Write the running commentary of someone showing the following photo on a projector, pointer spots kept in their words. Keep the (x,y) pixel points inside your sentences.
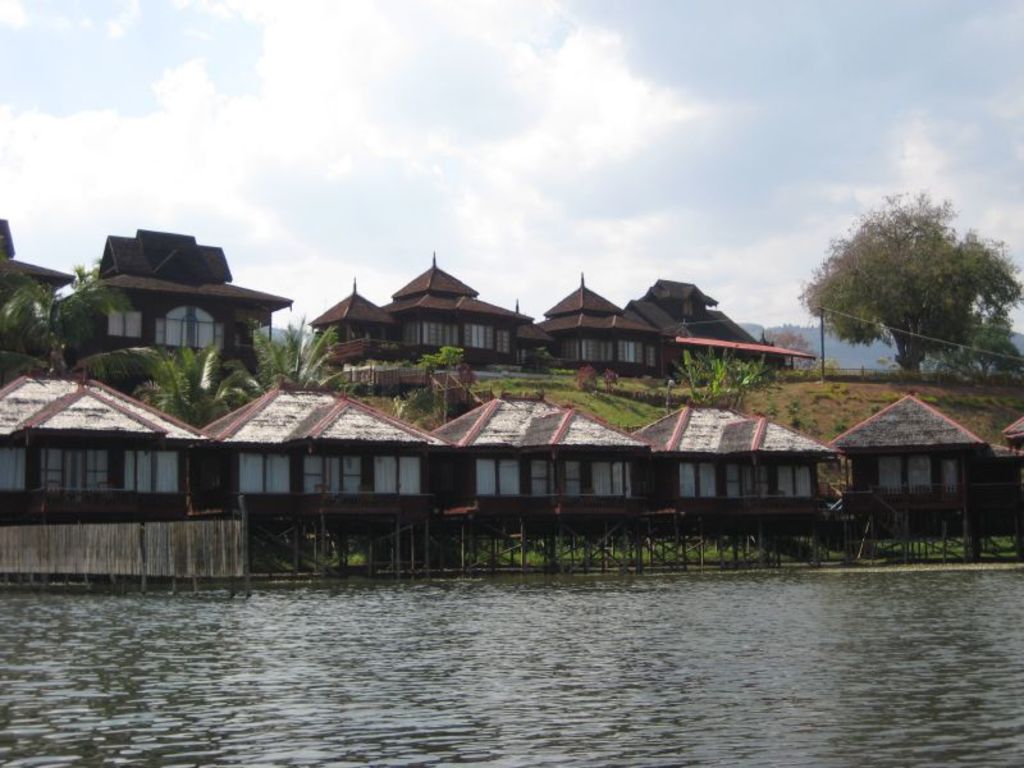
There is water (250,682). In the background (939,464), there are cottages (180,454) which are having roofs (180,289), there are trees (291,377) and clouds (301,97) in the sky (235,86).
